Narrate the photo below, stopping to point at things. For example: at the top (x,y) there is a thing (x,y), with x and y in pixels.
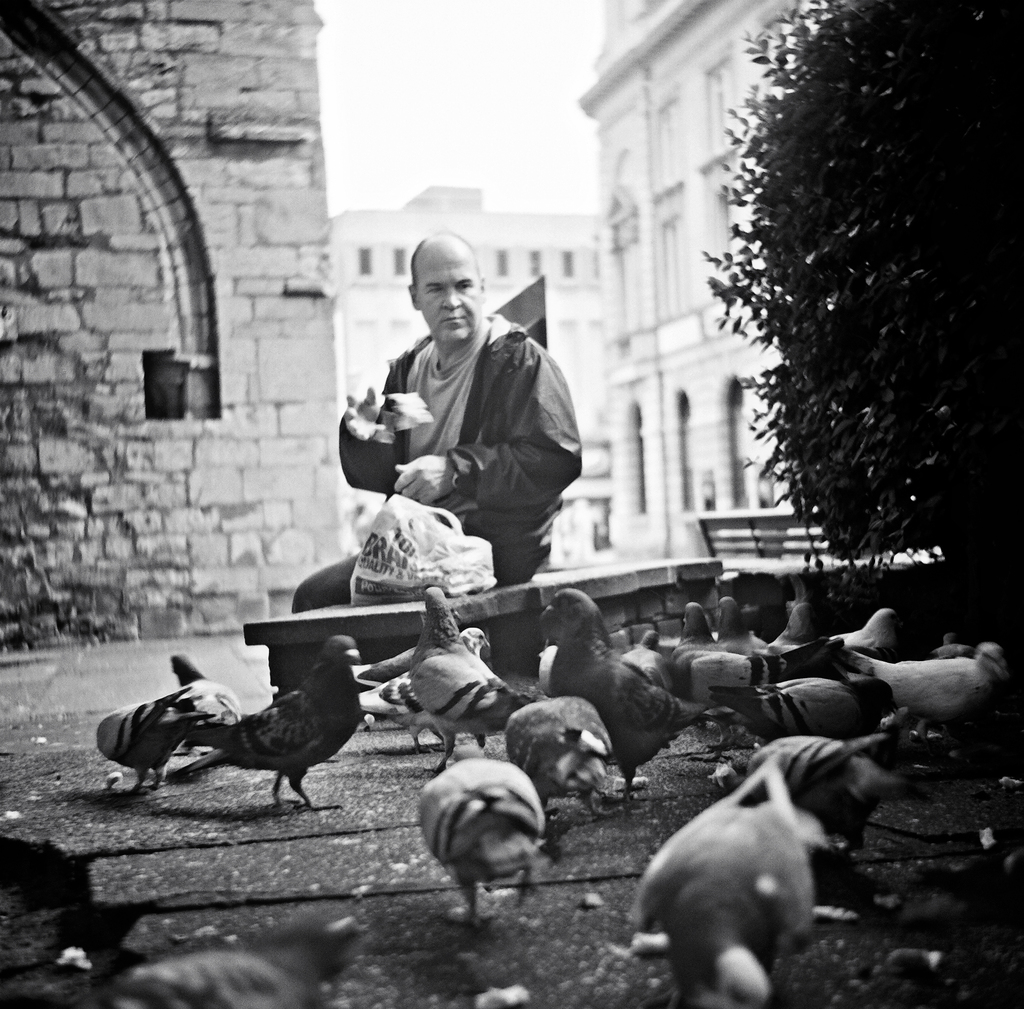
In this image we can see some pigeons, we can see a person (487,419) wearing jacket (469,482) sitting on bench (506,613) and there is a cover (369,552) beside him and in the background of the image (211,250) there are some buildings (261,271), on right side of the image (858,126) there is a tree (940,167).
